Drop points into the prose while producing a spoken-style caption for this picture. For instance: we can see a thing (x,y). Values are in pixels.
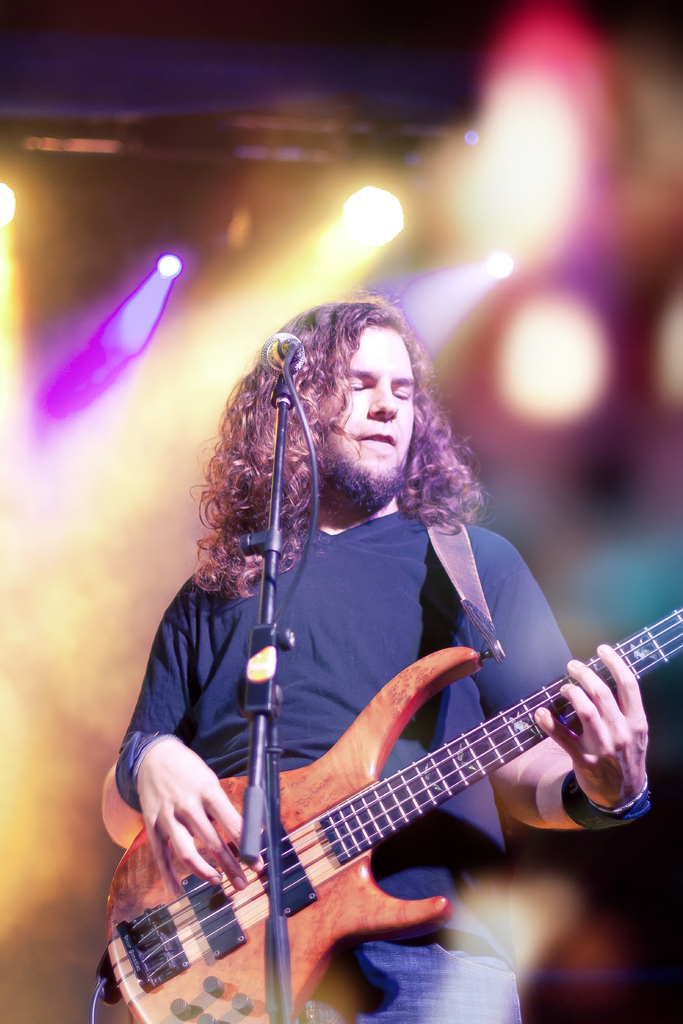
a person (408,566) is standing and playing brown guitar (223,903). he is wearing a black t shirt (347,674) and a jeans (430,954). in front of him there is a microphone (259,791). behind him there are lights (455,271).
